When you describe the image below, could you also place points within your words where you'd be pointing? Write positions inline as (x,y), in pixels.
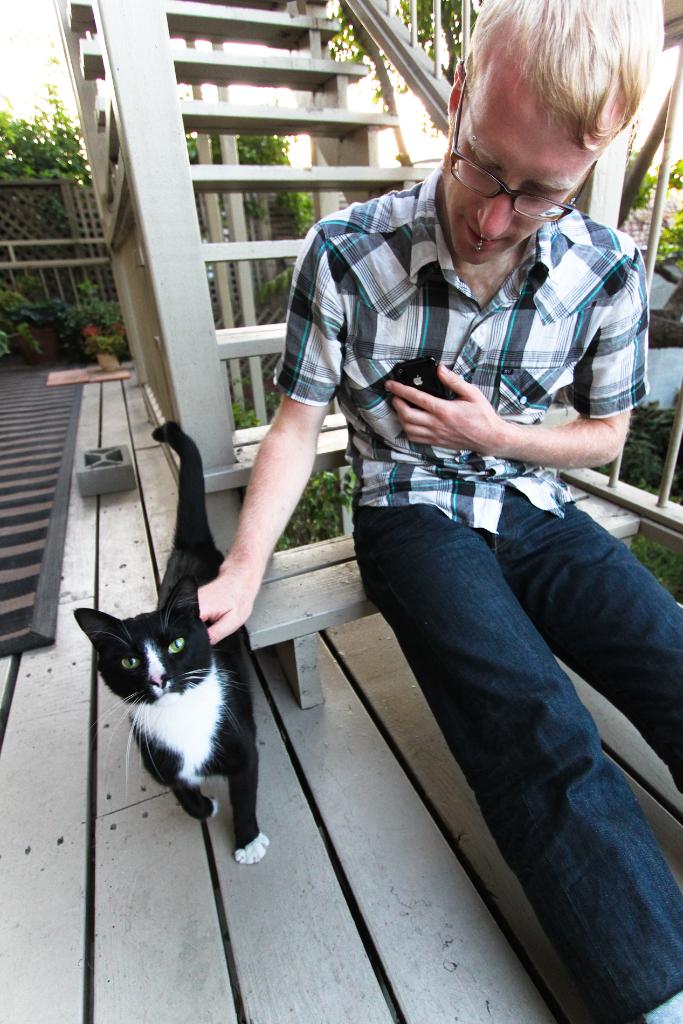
He is sitting on a staircase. He is wearing a spectacle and he is holding a mobile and cat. We can see in the background (252,272) steps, trees (55,171) and fence (51,184).
